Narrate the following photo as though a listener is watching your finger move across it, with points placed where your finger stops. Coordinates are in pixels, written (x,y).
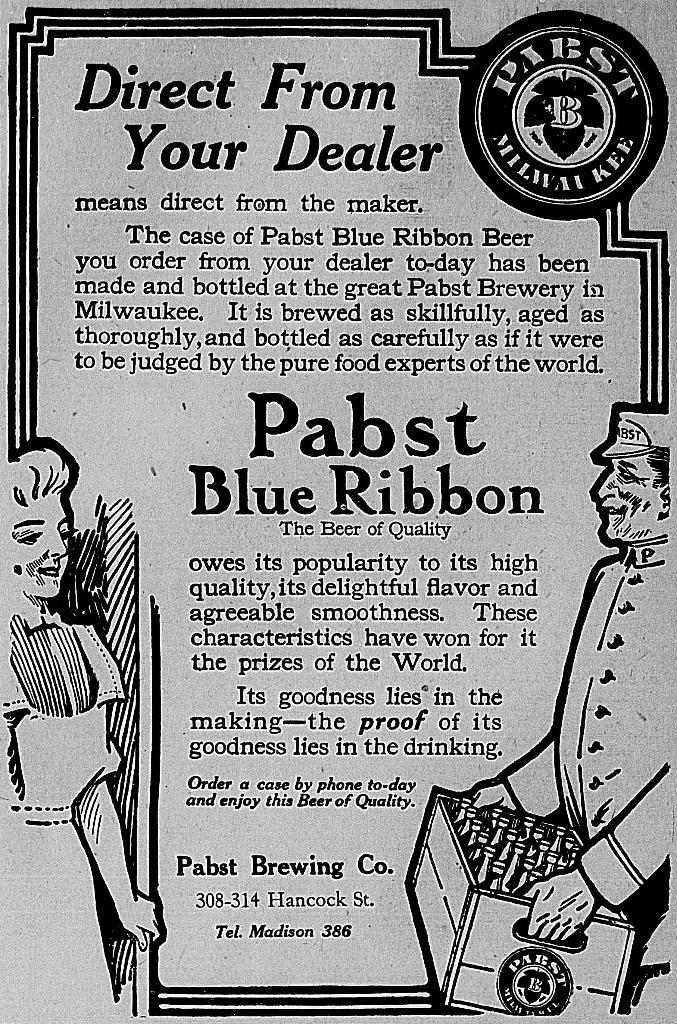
In the image we can see a poster (164,23). In the poster (254,22) we can see some text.
